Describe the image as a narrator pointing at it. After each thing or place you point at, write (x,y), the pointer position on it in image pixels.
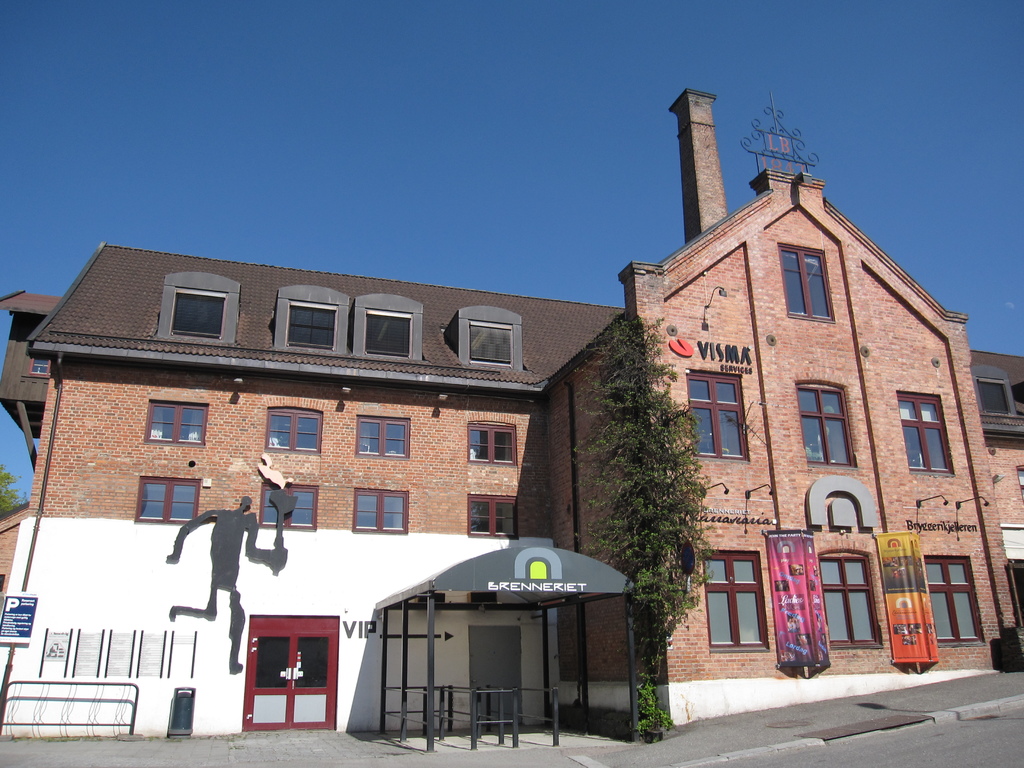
In this image, I can see a building (138,496) with windows (845,601), banners (820,598) and a tree (617,330). In the background (105,186), there is the sky (565,114).
